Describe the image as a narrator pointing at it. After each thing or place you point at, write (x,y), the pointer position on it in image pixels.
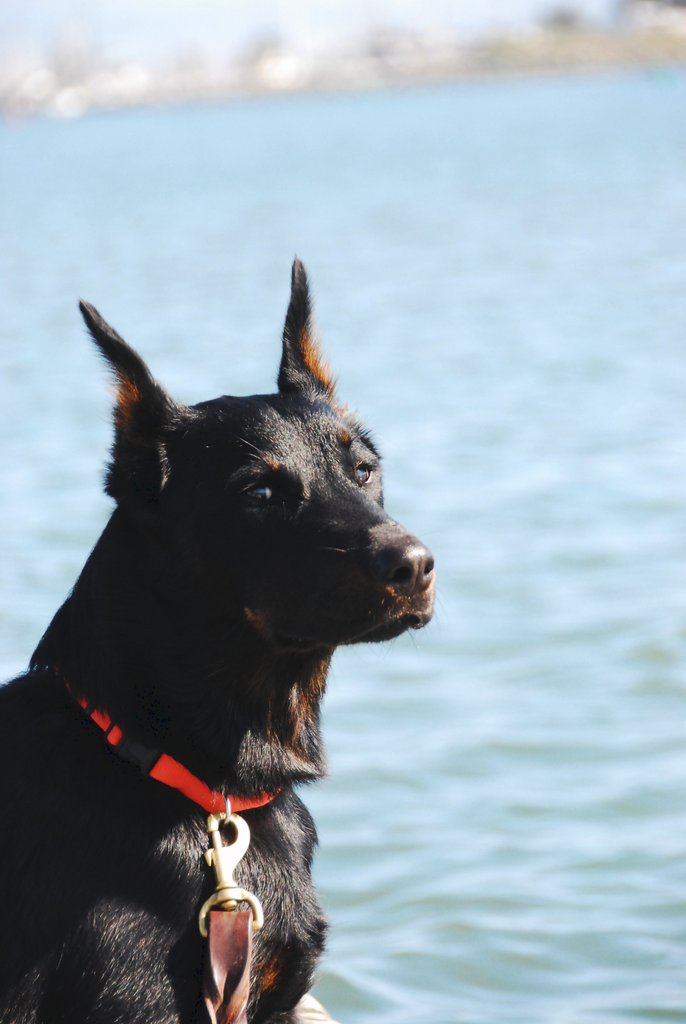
In this picture we can see a black color dog (249,752) and a belt (225,949), in the background (394,774) we can see water (506,372).
